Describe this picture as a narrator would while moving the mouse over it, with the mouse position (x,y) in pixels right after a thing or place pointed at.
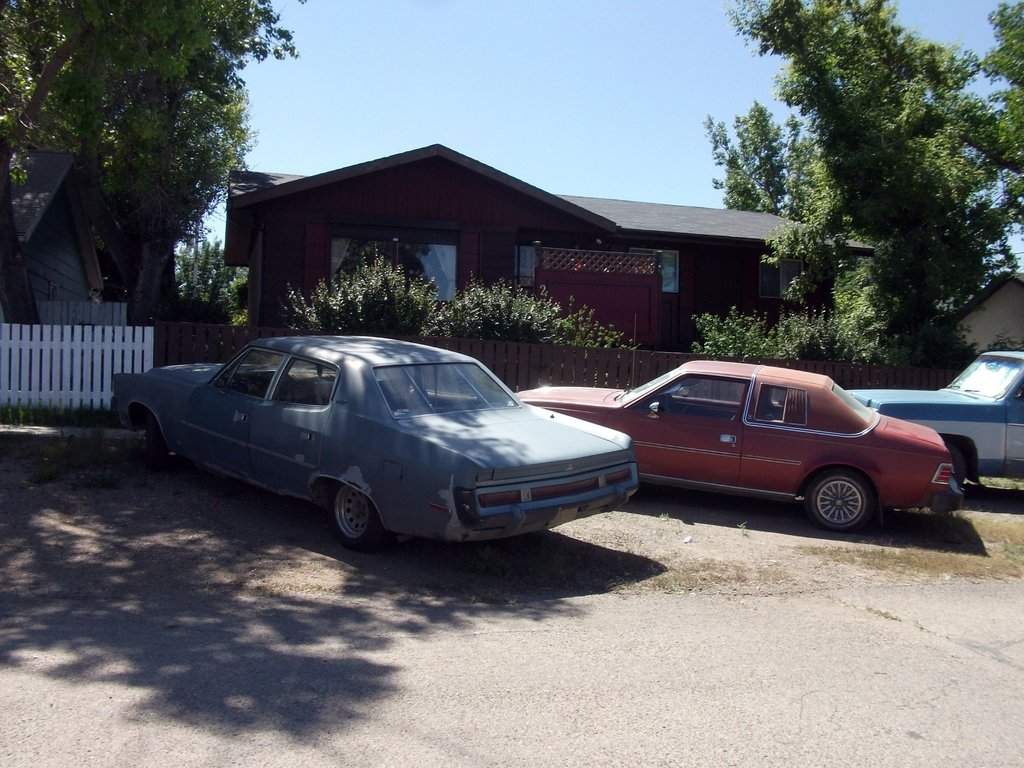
In this picture, we can see a few vehicles (955,403), road (962,619), houses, plants (821,323), fencing (587,365), trees (775,205) and the sky (807,132).
